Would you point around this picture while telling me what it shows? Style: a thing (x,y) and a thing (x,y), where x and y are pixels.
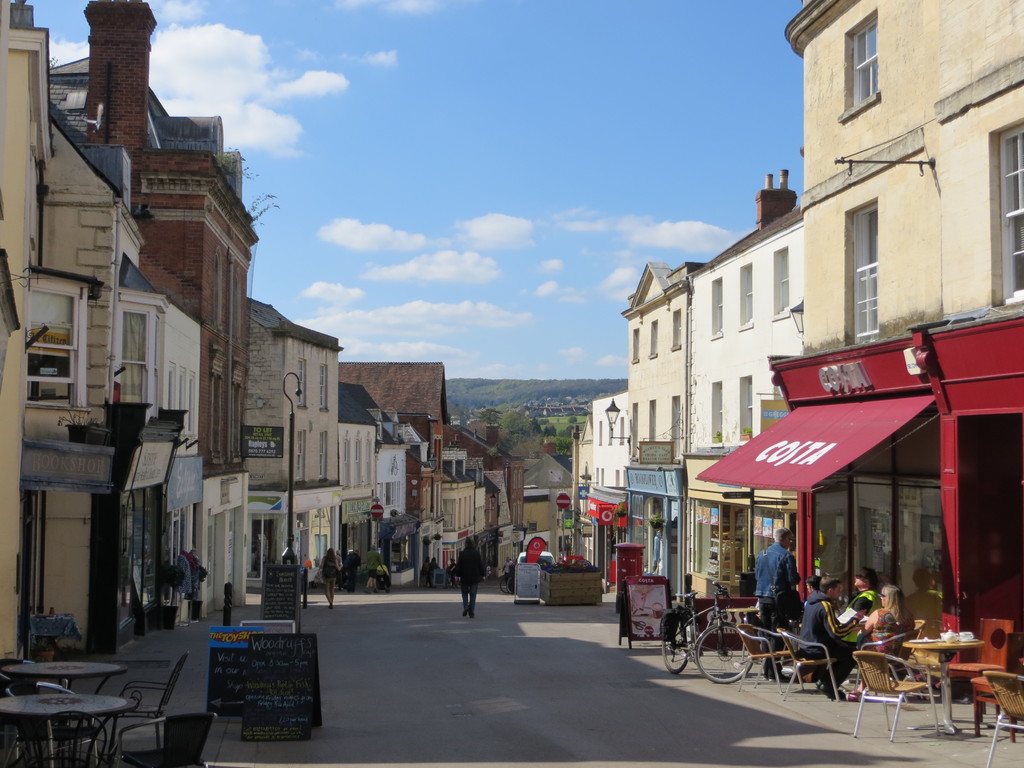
In the picture we can see a street (495,704) with a road (501,680) on the both the sides of the road (575,683) we can see houses (660,416) and buildings (508,518) with windows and glasses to it and some shops (833,349) near it we can see some tables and chairs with some people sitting on it and behind them we can see a bicycle (689,650) and on the opposite side we can see some tables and chairs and near it we can see some boards (299,652) on the path (730,748) and behind it we can see a pole (291,473) and in the background (554,426) we can see some trees (527,442), hills (517,388) and sky (493,278) with clouds (505,226).
